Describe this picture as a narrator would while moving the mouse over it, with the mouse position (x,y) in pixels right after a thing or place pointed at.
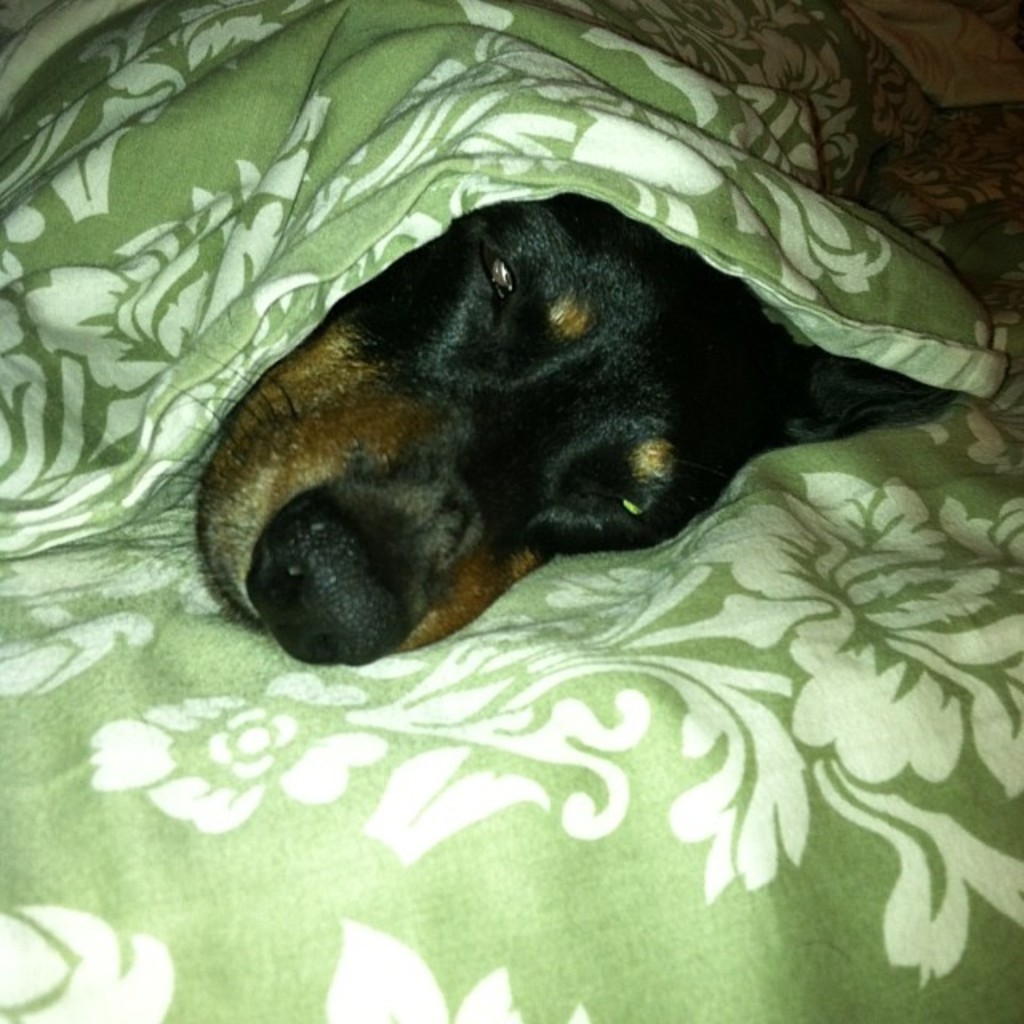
In this image there is a dog (470,469) laying on the blanket (421,767) of the bed (169,577), with a blanket (626,112) on it.
